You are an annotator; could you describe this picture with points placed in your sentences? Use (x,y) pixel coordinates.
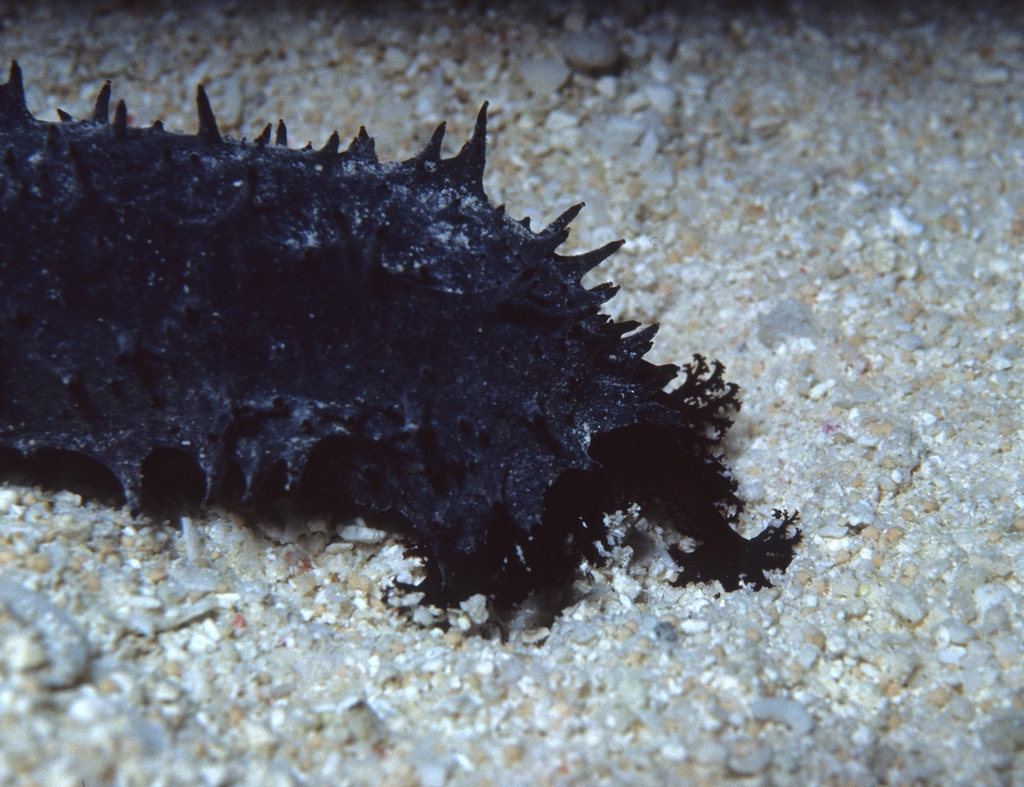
In this image there is an object (298,443) on the surface (684,204).
